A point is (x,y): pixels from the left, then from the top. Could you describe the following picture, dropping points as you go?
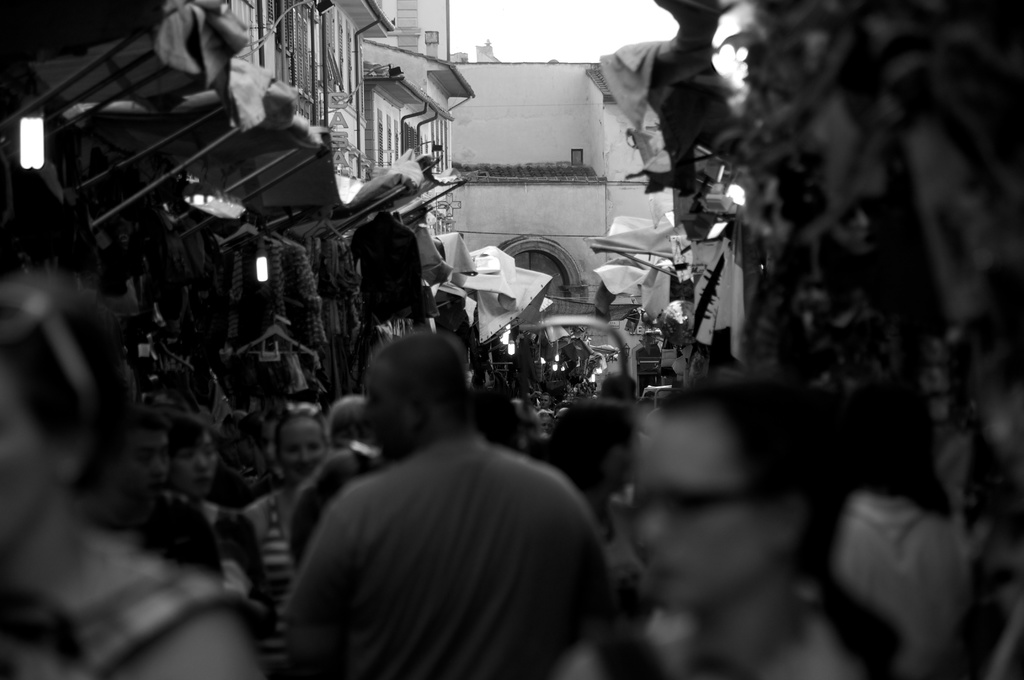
This is a black and white image. We can see some people (804,642), sheds (214,137), buildings (380,160), clothes (384,303) and lights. We can also see some objects (855,367) on the right (850,196). We can also see the sky (542,27).
